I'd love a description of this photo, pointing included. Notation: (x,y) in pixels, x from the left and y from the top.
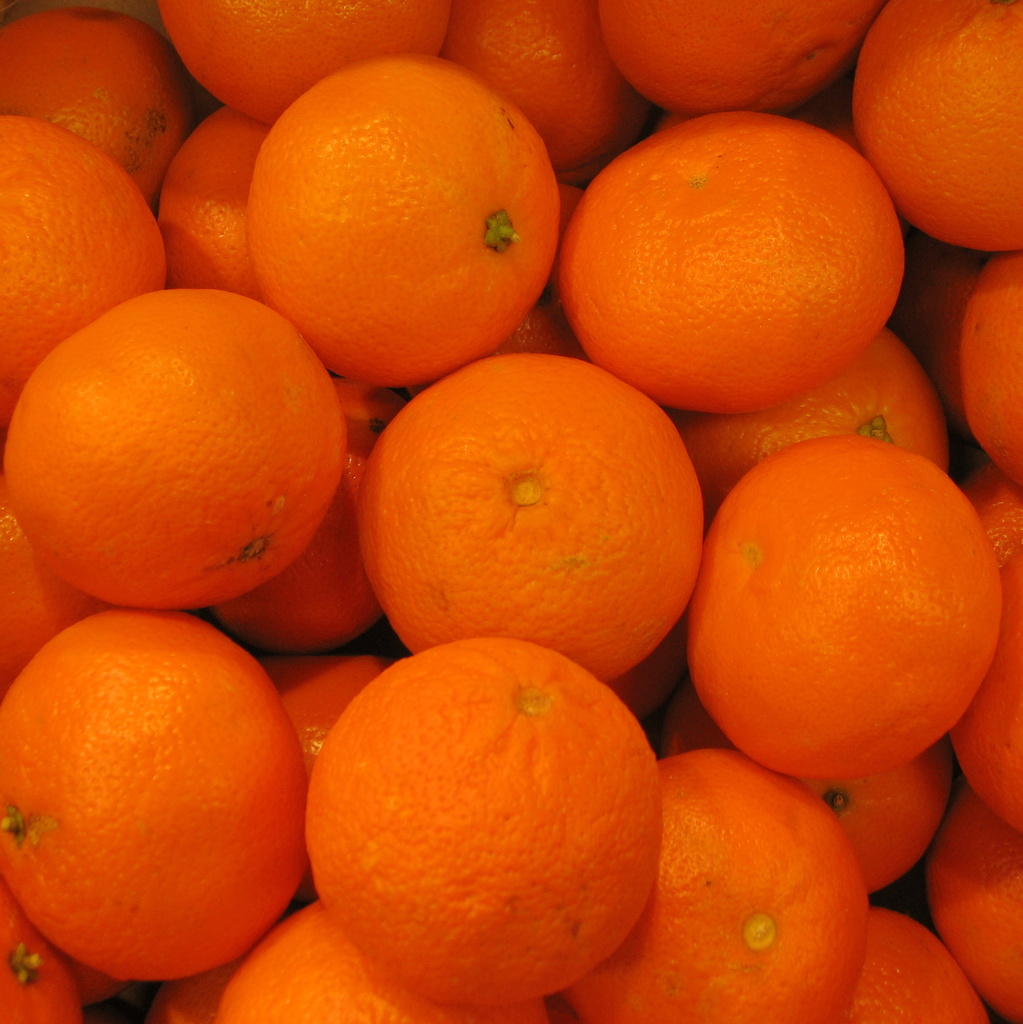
This image consists of so many oranges (686,566).
